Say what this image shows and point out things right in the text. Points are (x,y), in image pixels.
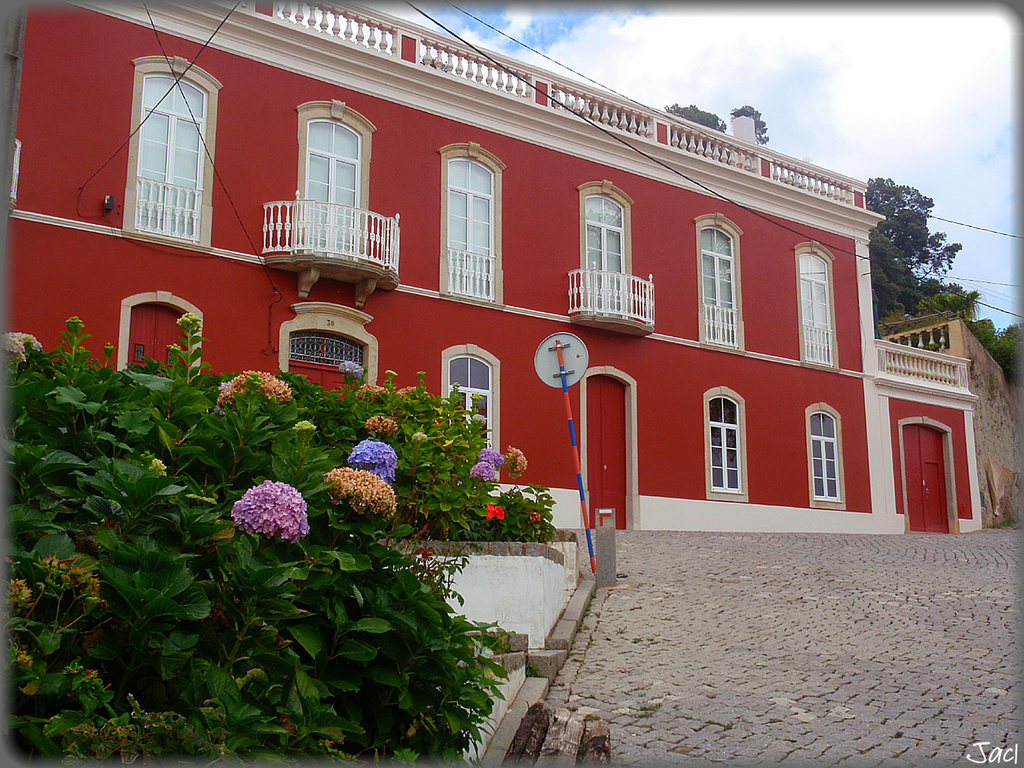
In this image I can see a building (510,302). Here I can see flower plants (338,551) and a pole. In the background (806,130) I can see trees (872,243) and the sky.
